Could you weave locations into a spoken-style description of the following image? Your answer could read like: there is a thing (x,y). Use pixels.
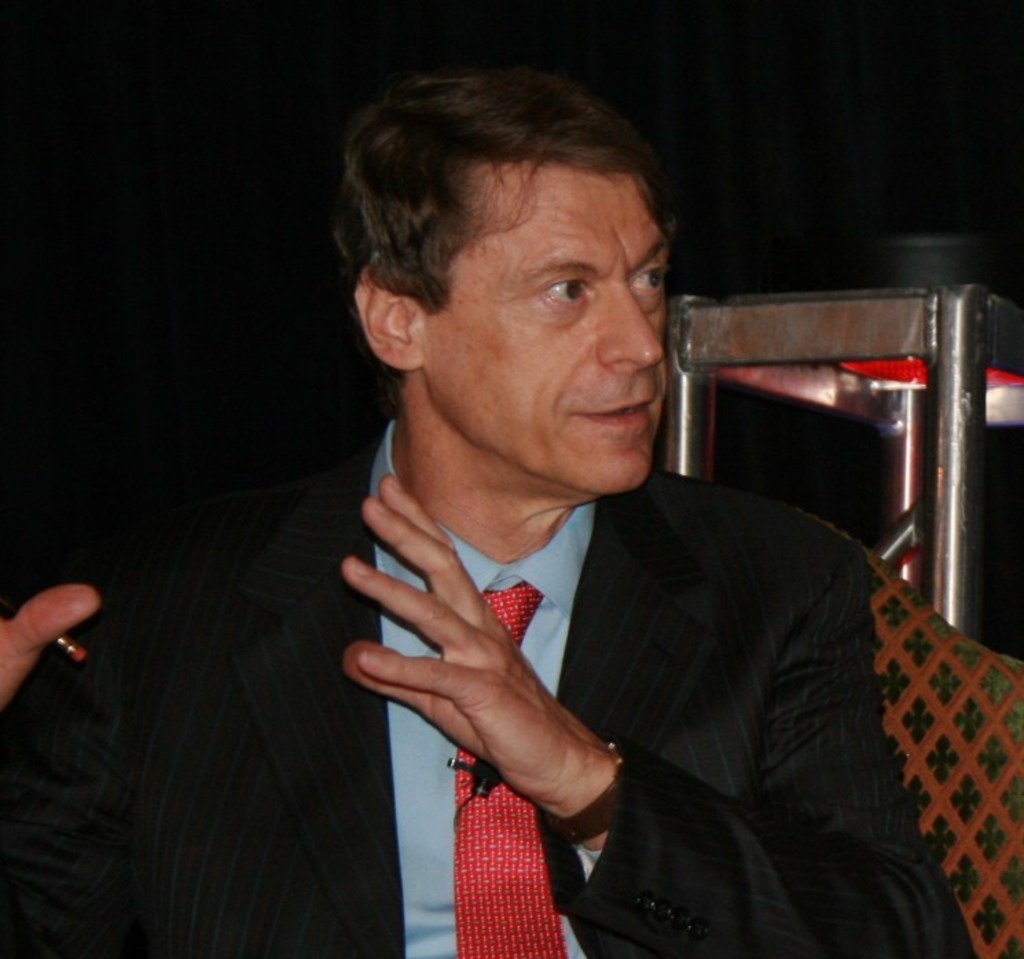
In the picture I can see a man (438,312) sitting on the sofa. He is wearing a suit (663,564) and tie (553,927) and looks he is speaking. I can see a stainless steel table (954,371) on the top right side (911,310).
